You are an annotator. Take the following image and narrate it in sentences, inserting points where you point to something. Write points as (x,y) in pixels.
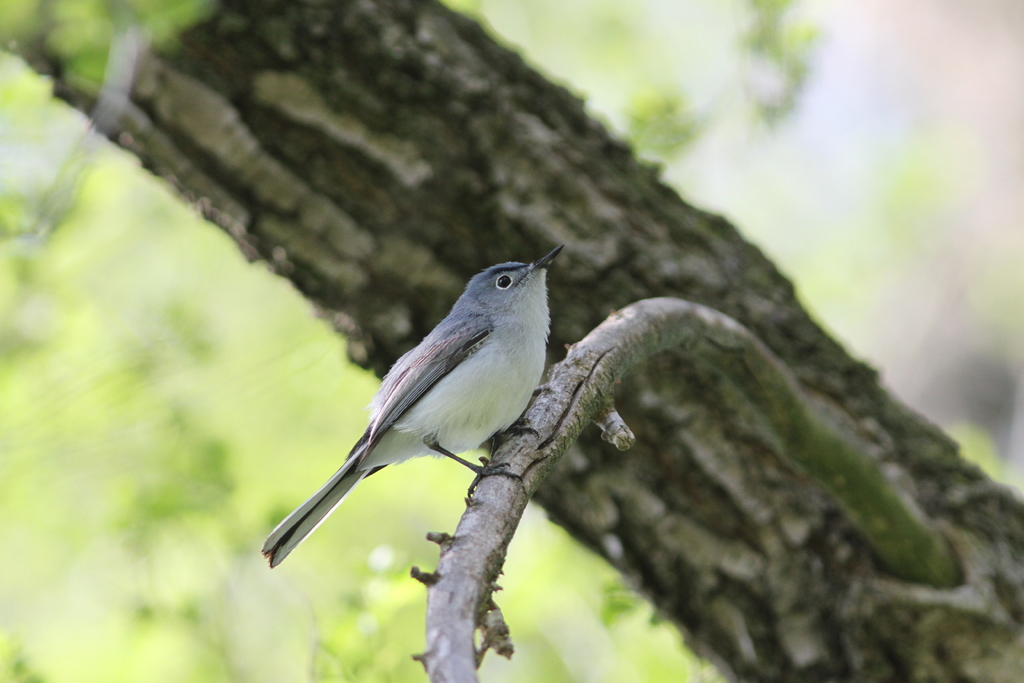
In this image we can see a bird (486,368) on the branch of a tree (299,9). In the background (253,324) we can see tree trunk (705,266) and the image is blur but we can see objects (151,372).
